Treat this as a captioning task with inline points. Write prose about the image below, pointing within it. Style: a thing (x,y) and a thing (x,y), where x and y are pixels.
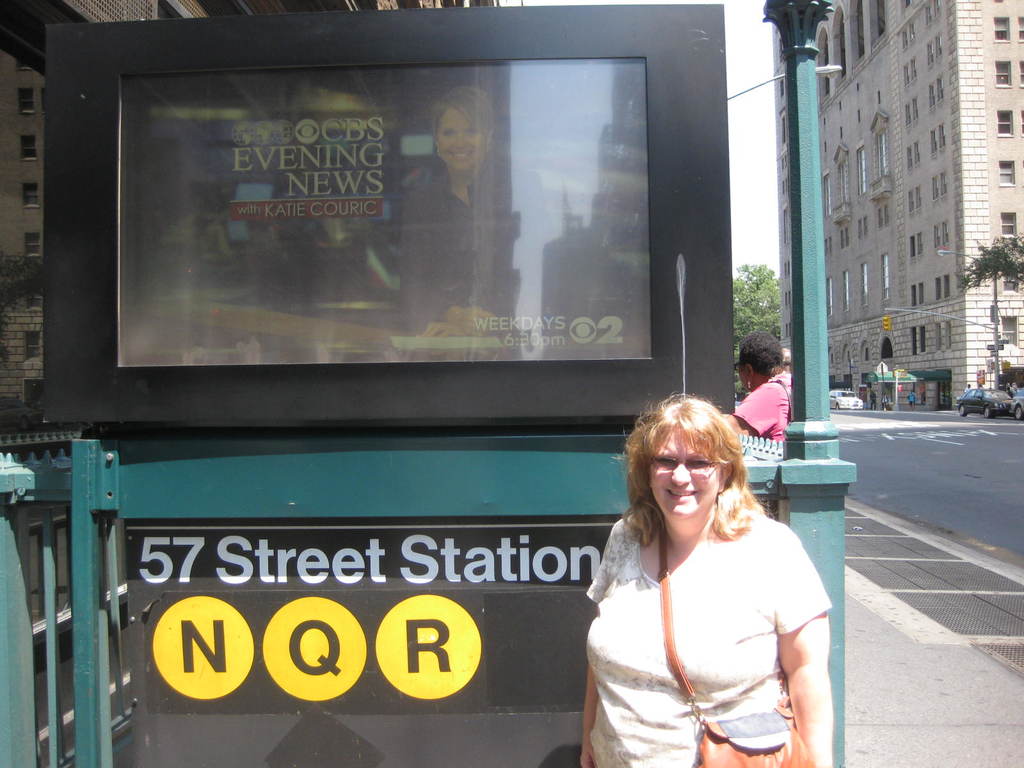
In this image I can see a woman (661,732) visible at the bottom (754,624) and backside of the woman (751,594) I can see screen (586,211) and hoarding board (710,250), on hoarding board (285,326) I can see a text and image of person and on the right side (916,300) I can see building (1010,294), trees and road (949,423) and persons (762,359) and the sky (740,214) and street light poles (820,74) and vehicles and on the left side (32,242) I can see buildings (34,235).
